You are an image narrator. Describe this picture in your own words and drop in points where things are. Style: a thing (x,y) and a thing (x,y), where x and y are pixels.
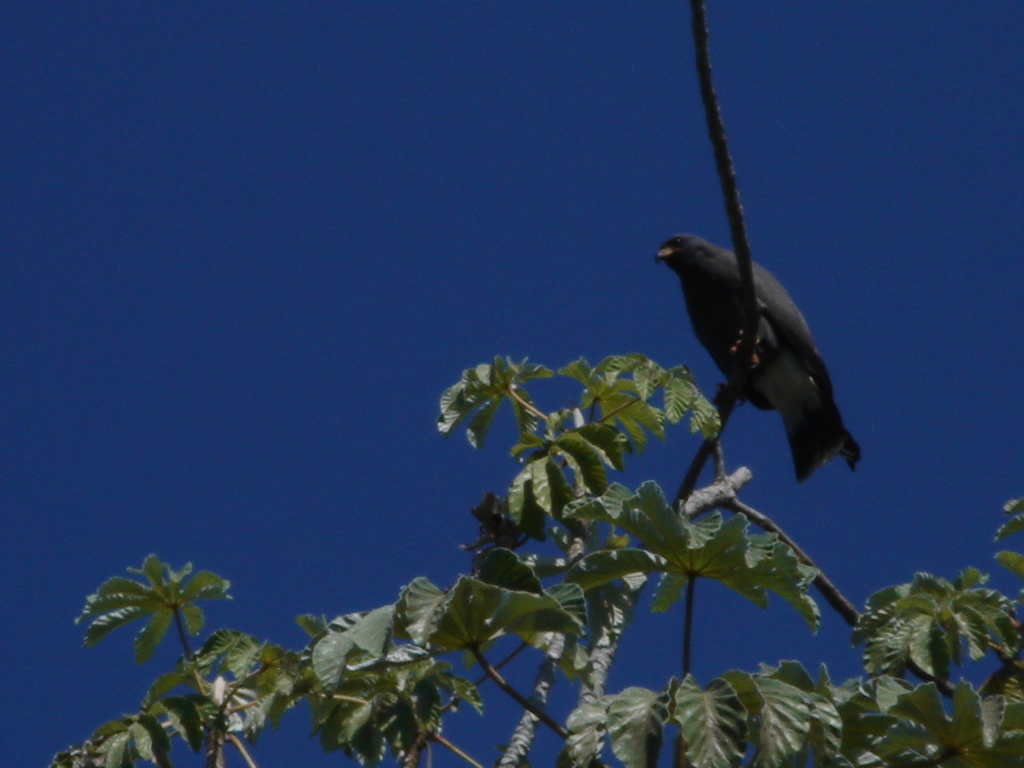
In the picture we can see a part of the tree (444,667) on it, we can see a bird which is gray in color in the background (673,343) we can see the sky (961,42) which is blue in color.
